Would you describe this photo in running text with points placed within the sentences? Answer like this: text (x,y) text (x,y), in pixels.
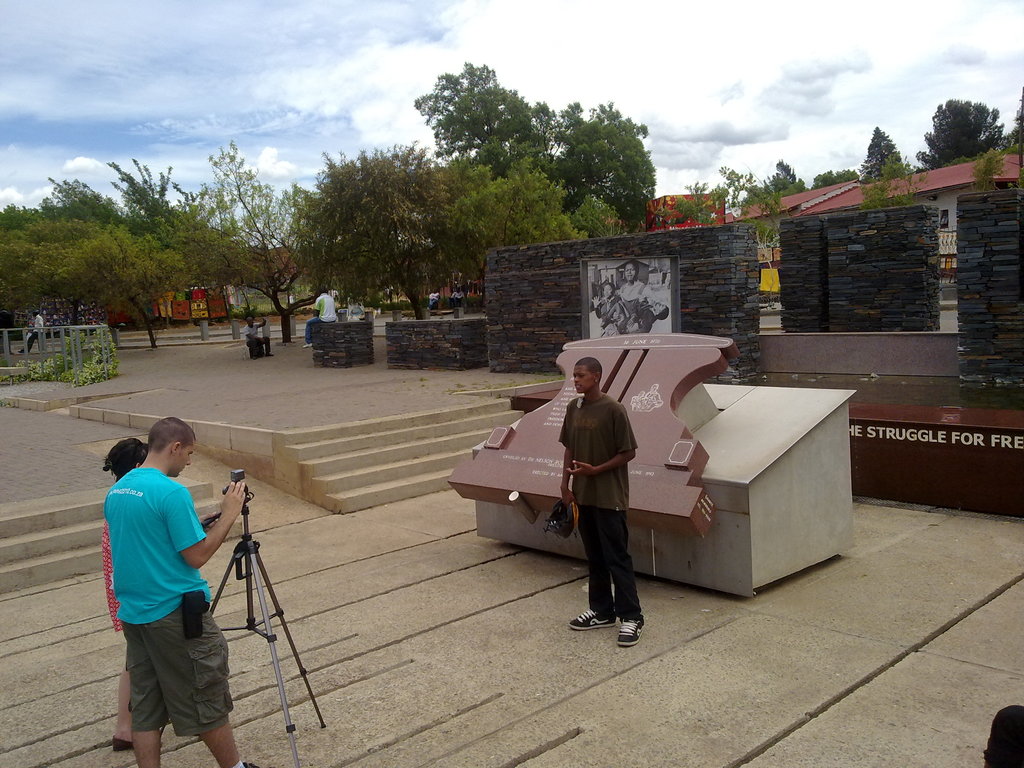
In this picture there is a boy (607,621) who is standing in the center of the image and there are people (208,659) on the left side of the image (196,571), it seems to be they are taking video and there is a poster (640,293) in the image, there are other people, tree (296,287), and houses (750,207) in the background area of the image (844,188).
